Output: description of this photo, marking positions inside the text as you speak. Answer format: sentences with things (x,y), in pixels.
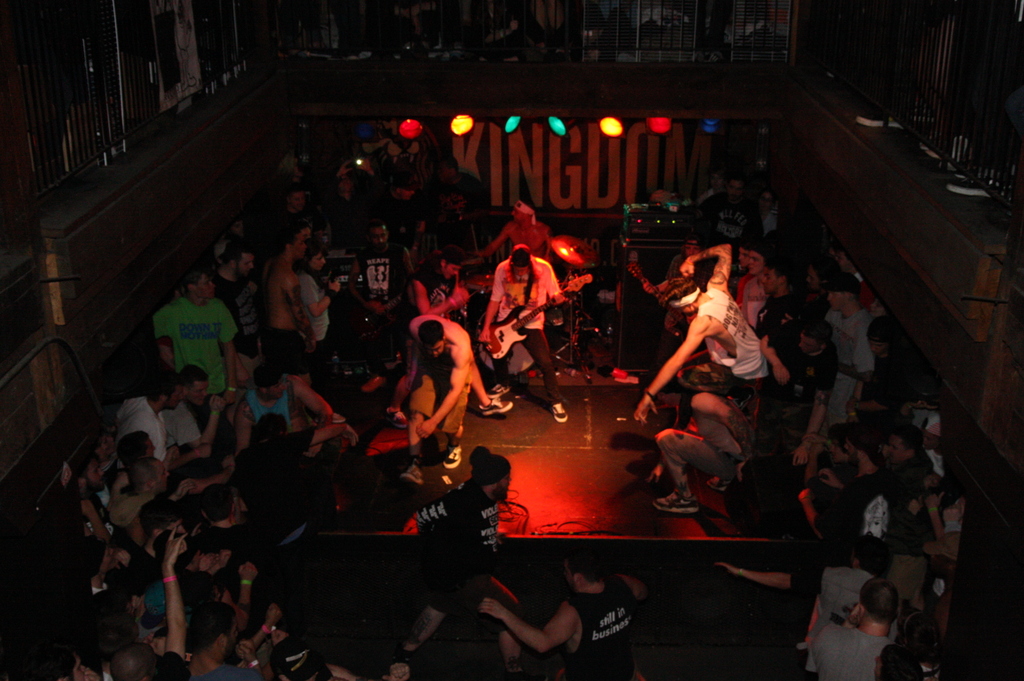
This is an image clicked in the dark. In the middle of the image (548,281) there are few people (527,288) playing some musical instruments (530,328) on the stage (568,459). Here I can see a crowd of people (735,335). It seems like these are dancing. In the background (616,142) there are few lights (657,121) and boards (519,126) in the dark.
